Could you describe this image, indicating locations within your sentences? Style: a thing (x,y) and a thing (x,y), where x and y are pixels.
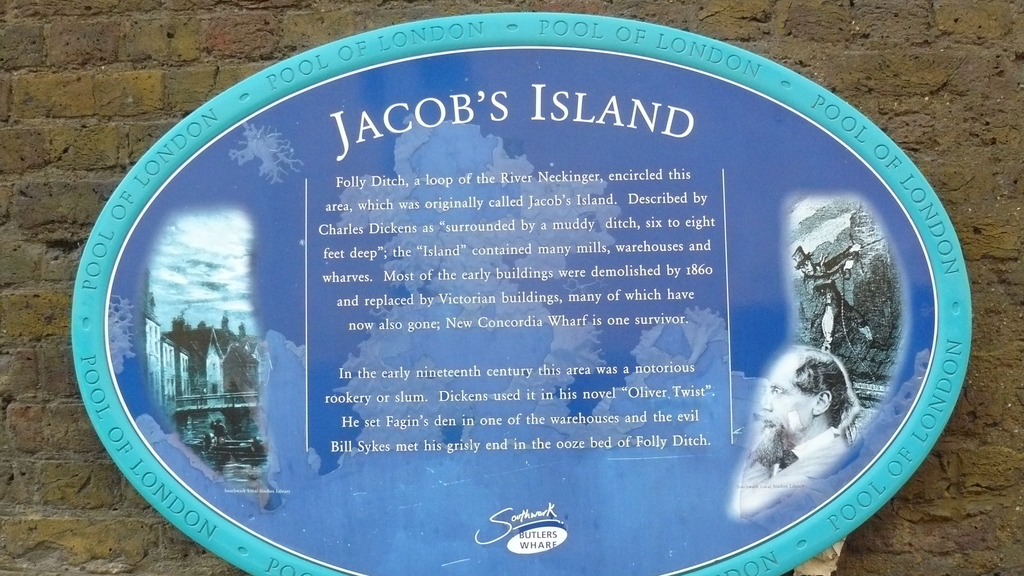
In the image there is a brick wall (78,15) with oval shape board (191,441). On the board (608,497) there are few images (821,402). And there is something written on the board (534,392).
